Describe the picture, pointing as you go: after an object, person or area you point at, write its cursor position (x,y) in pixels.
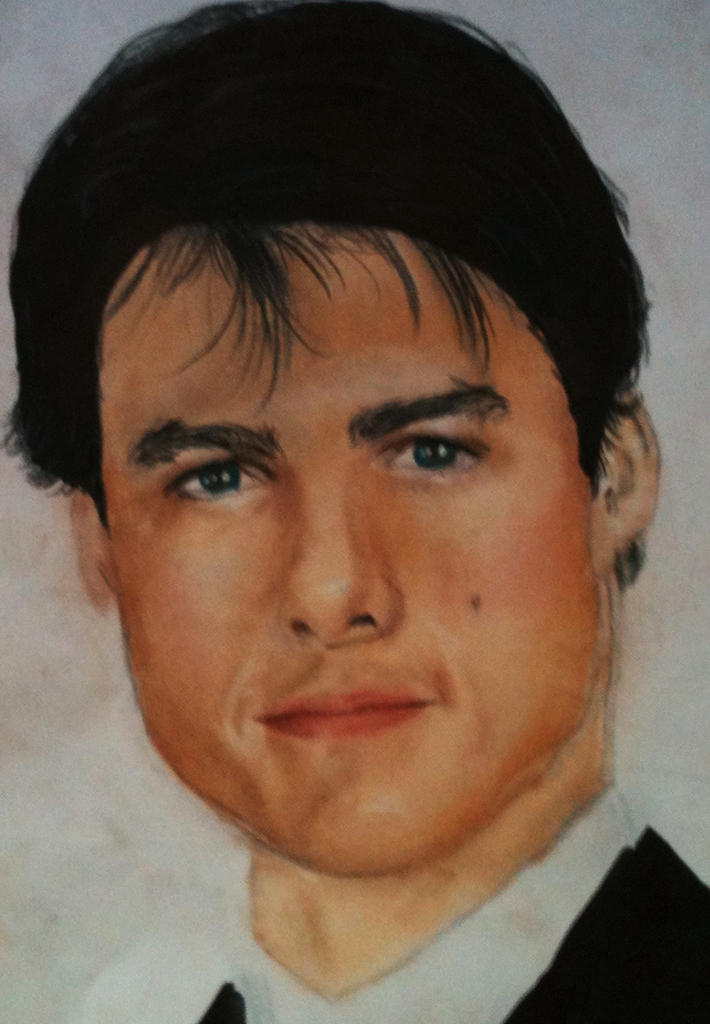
This image consists of a painting (494,920) of a man (467,907). He is wearing a black and white dress (500,975). In the background (59,930), we can see a wall (70,826).
